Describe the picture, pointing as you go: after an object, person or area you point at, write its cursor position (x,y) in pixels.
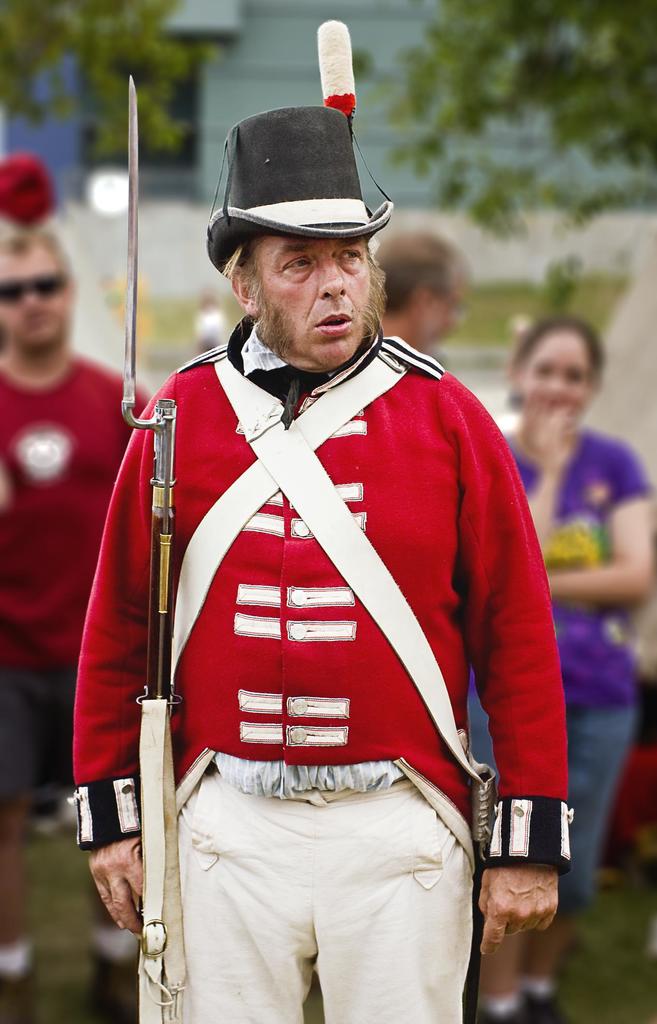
In this image there is a person (363,533) wearing a red color uniform (344,476) is standing and he is holding a gun (157,419) in his hand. He is wearing a hat (295,200). Behind him there are few persons (622,457) standing on the grass land (586,946). Left side (7,371) there is a person (56,474) wearing a red T-shirt (35,475) is having goggles (16,286). Right side (602,635) there is a woman (537,529) wearing purple top (618,646) is standing on the grass land (594,913). Behind them there is a few trees (617,114). Behind it there is a building (381,136).
